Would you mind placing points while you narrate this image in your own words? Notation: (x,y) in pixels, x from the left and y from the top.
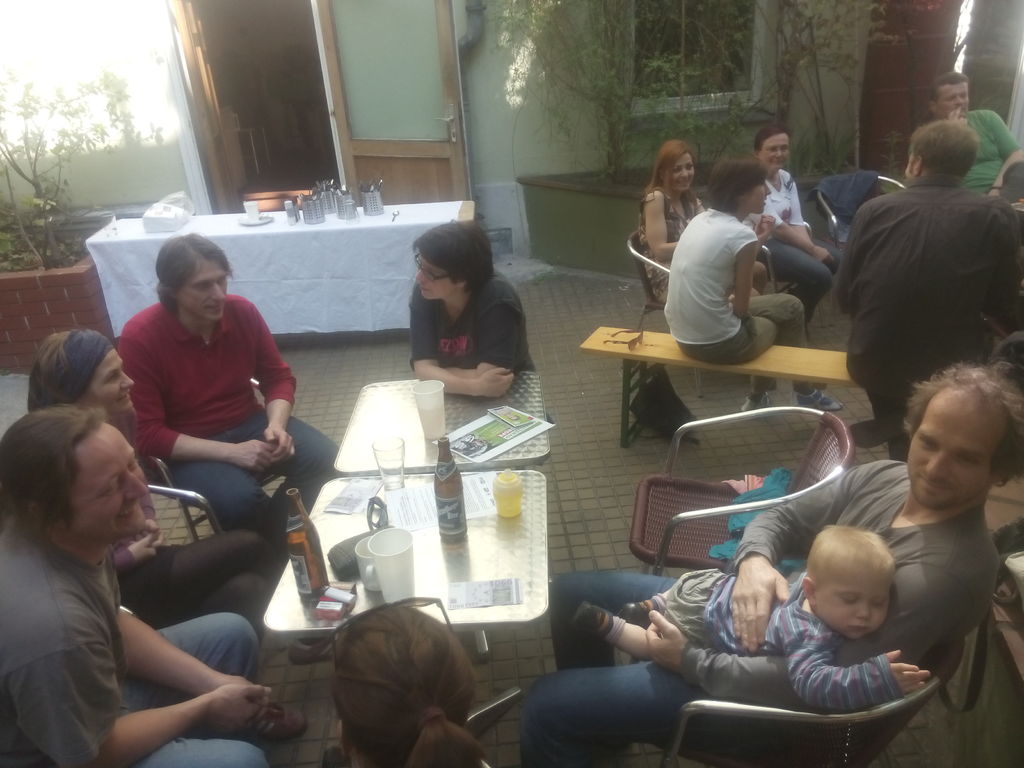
there are tables (429,466) and people (304,469) are surrounded and seated on the chairs (742,499). on the table (501,574) there are glass bottles (444,464), glasses (399,576) and paper (404,496). the person (629,575) at the right (815,615) is holding a baby (699,628). behind them there is a bench (803,354) and chairs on which people (876,247) are seated on the right (870,227). on the left (341,290) back there is another table (406,217). behind them there is a building (233,80) and a door (400,103).
